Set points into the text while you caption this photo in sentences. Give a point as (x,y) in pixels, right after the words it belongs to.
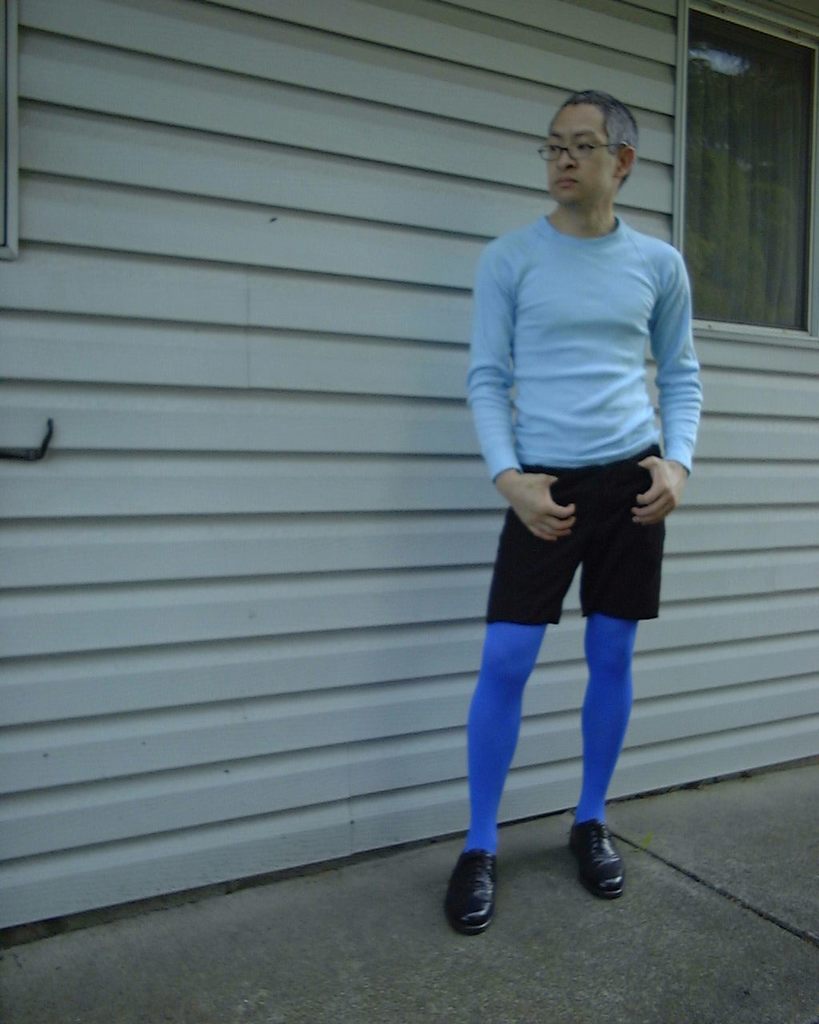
In the center of the image (511,538), we can see a person (544,443) standing and wearing glasses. In the background (405,87), there is a window (725,182) on the wall (184,591). At the bottom (208,937), there is a road (208,937).
